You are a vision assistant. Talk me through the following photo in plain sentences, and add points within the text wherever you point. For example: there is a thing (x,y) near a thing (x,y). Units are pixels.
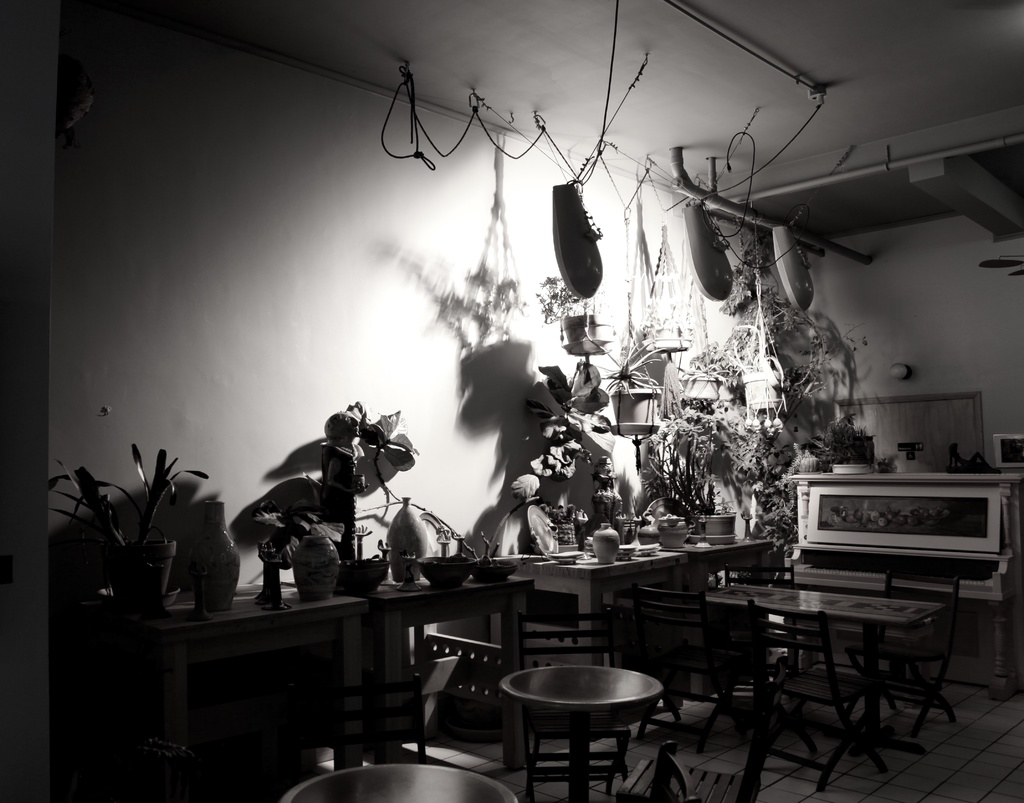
This is a black and white image we can see plants (166,589), tables (691,562), chairs (747,778), bowls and some other objects (752,392). At the top of the image (586,58) there is the ceiling (670,149).
